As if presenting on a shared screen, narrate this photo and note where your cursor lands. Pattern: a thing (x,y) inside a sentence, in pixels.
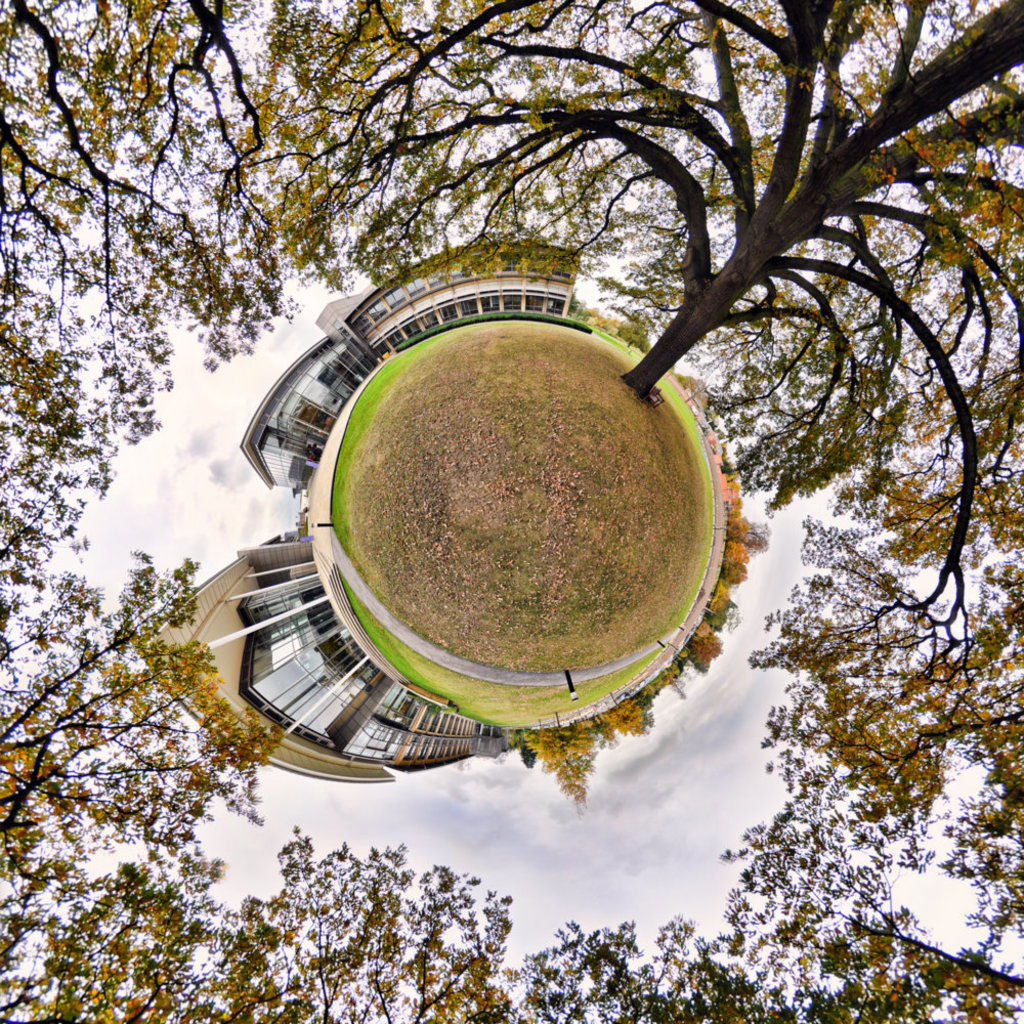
These are the trees (999,133), in the middle (538,481) it's a ground (538,481) and there are buildings (330,644).
